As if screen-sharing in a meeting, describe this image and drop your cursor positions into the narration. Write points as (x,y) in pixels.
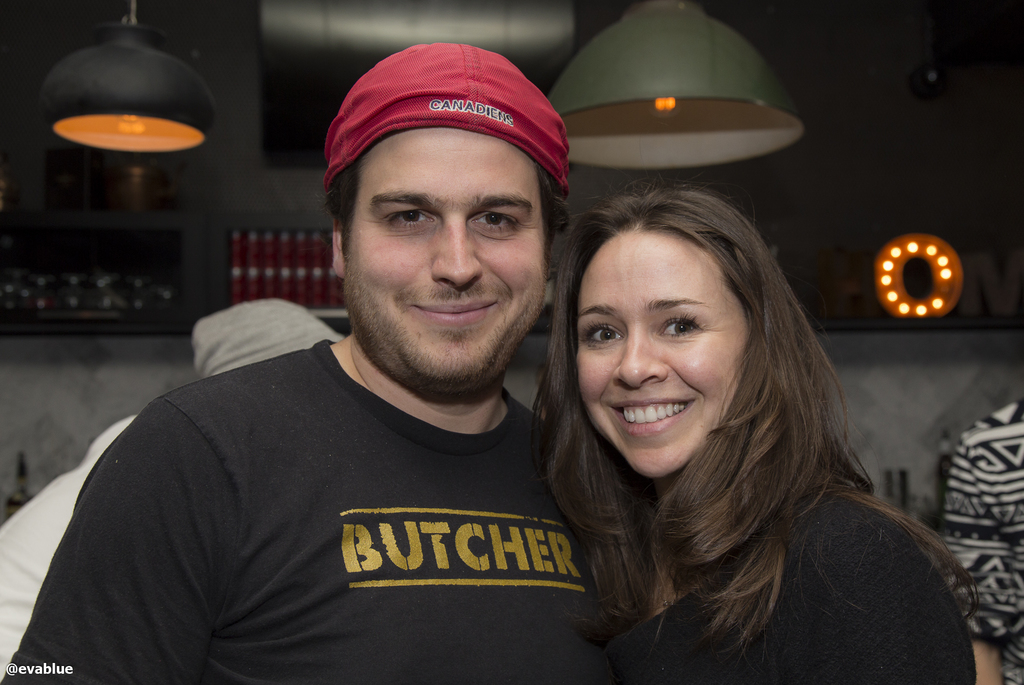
This picture seems to be clicked inside the hall (956,121). On the left (307,471) we can see a man (350,442) wearing black color t-shirt (365,478), red color hat (418,109), smiling and seems to be standing. On the right (797,421) we can see a woman (737,503) wearing black color dress (787,597), smiling and seems to be standing. In the background (896,278) we can see the lights (894,282) and we can see the group of persons (255,333) and some other objects (132,281). In the bottom left corner (56,671) we can see the text (29,667) on the image.
